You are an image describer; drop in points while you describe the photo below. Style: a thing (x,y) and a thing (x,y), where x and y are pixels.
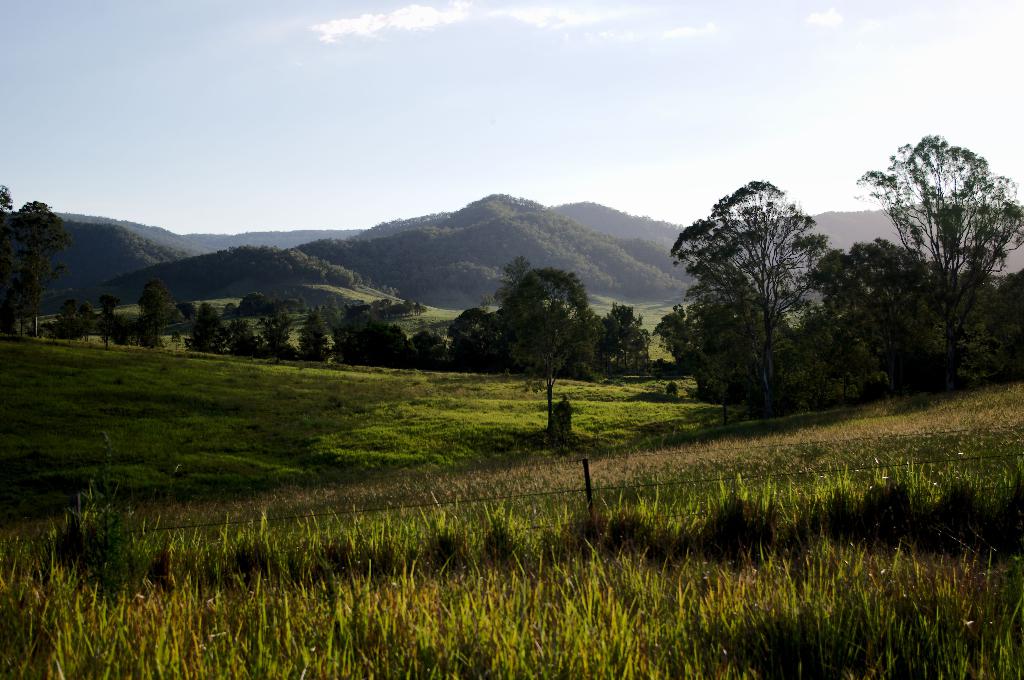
In this image we can see a group of trees (628,329), grass (590,425), pole (589,483) and a fence (648,489). On the backside (617,202) we can see hills (476,270) and the sky (429,132) which looks cloudy.
